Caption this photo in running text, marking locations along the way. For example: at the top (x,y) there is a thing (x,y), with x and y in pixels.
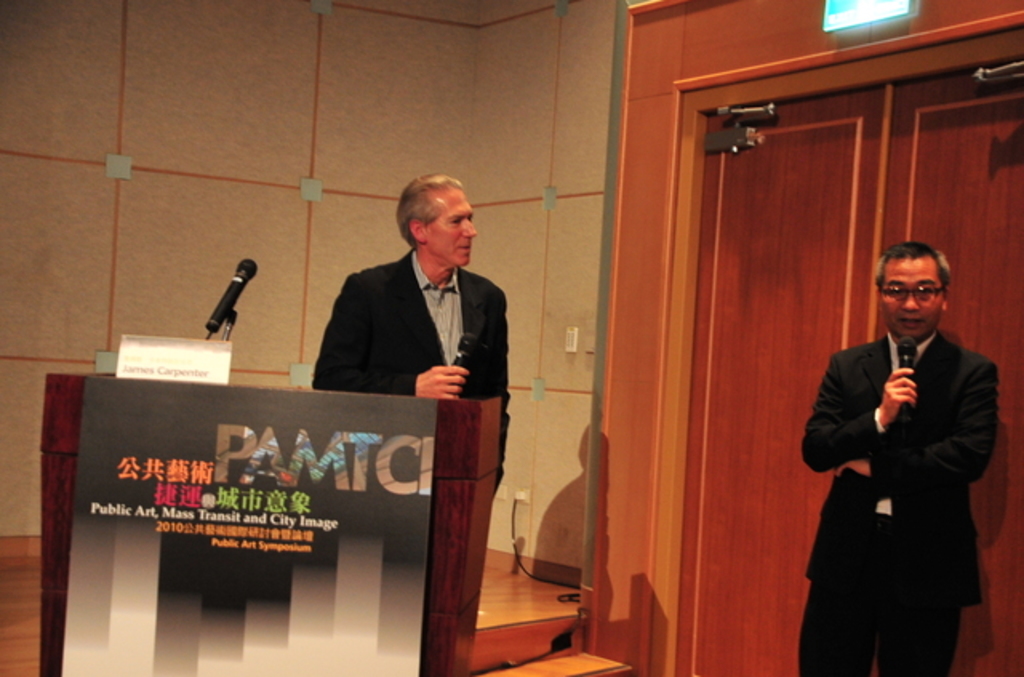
In this image I can see two persons (426,329) are standing and holding mics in their hand (910,371) in front of a table (359,488). In the background (405,146) I can see a wall (636,182) and door (726,130). This image is taken may be in a hall (564,452).
